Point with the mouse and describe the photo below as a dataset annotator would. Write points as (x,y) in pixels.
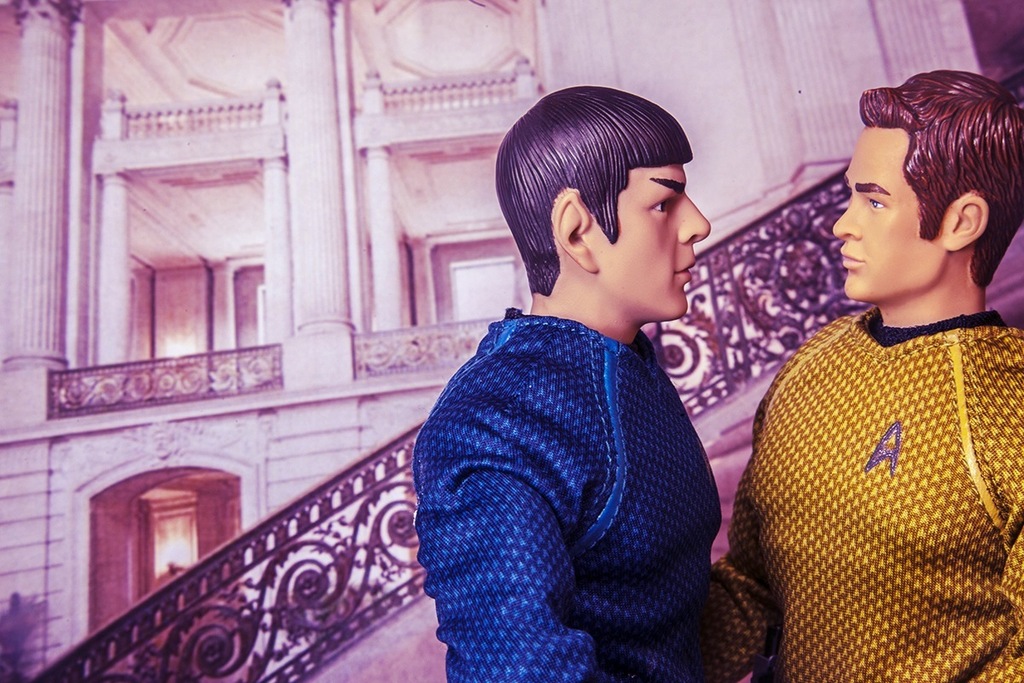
In the background (503,51) we can see a building (389,133). This is a black railing (295,589). We can see two men (591,377) and it seems like they are toys (800,539).
